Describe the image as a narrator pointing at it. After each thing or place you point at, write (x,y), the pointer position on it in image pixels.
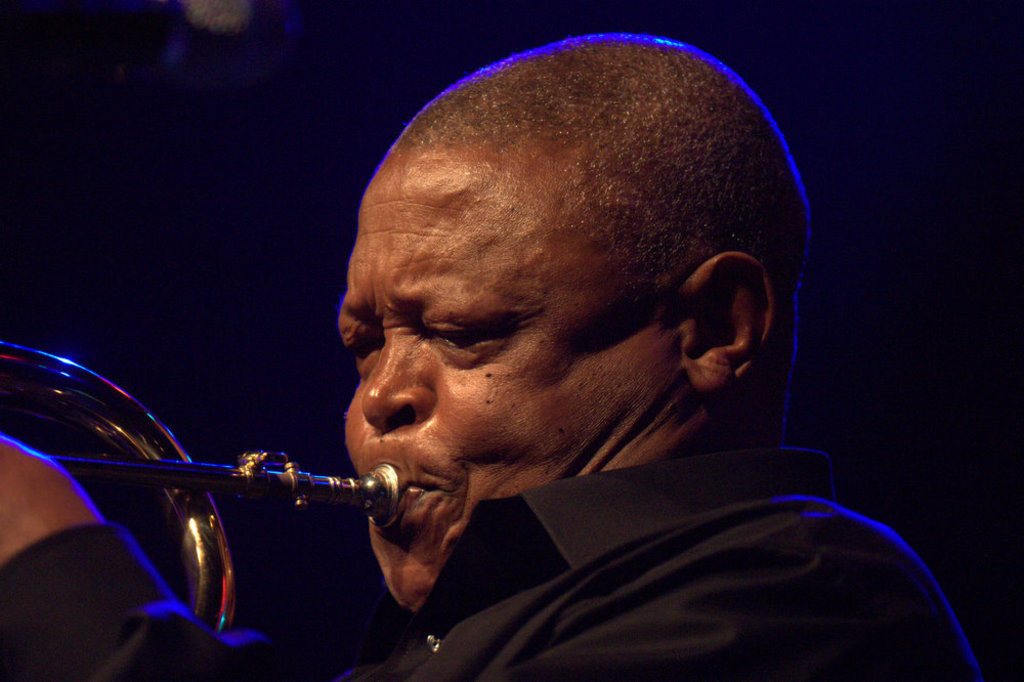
Here I can see a man (541,573) wearing a black color shirt (597,578), facing towards the left side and the playing a musical instrument (178,487). The background (235,254) is in black color.
